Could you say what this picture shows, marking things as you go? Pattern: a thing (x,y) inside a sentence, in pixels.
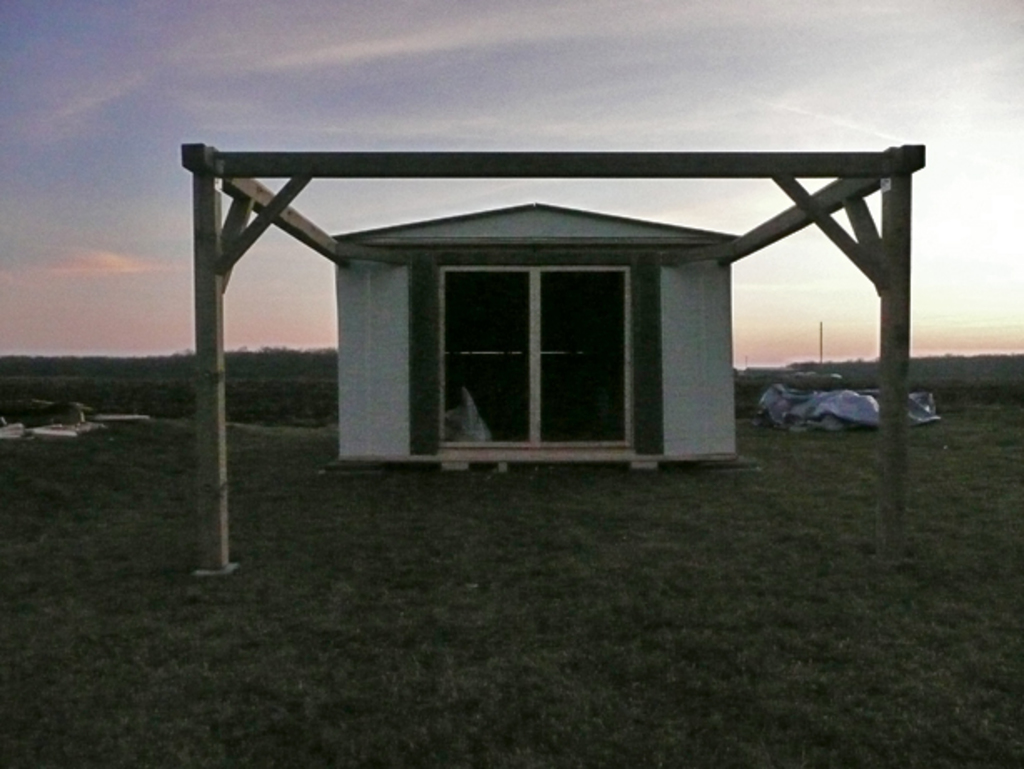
In this image I can see the ground (484,620), some grass (496,622) on the ground (404,598), few wooden poles (220,523) and a shed (684,395) which is white and black in color. I can see few other objects (71,432) on the ground (94,432) and the sky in the background (757,147).
